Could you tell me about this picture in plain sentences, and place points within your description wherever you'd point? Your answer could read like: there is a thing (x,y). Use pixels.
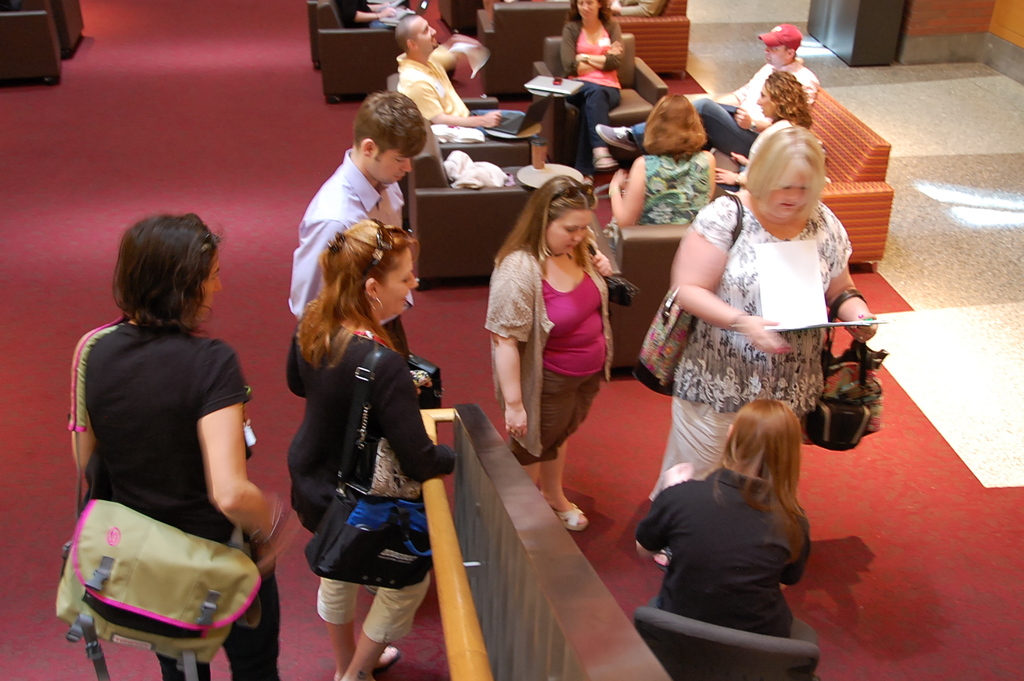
in the image we can see there are people (564,300) standing and some of them are sitting. This is a sofa chair (345,68).
